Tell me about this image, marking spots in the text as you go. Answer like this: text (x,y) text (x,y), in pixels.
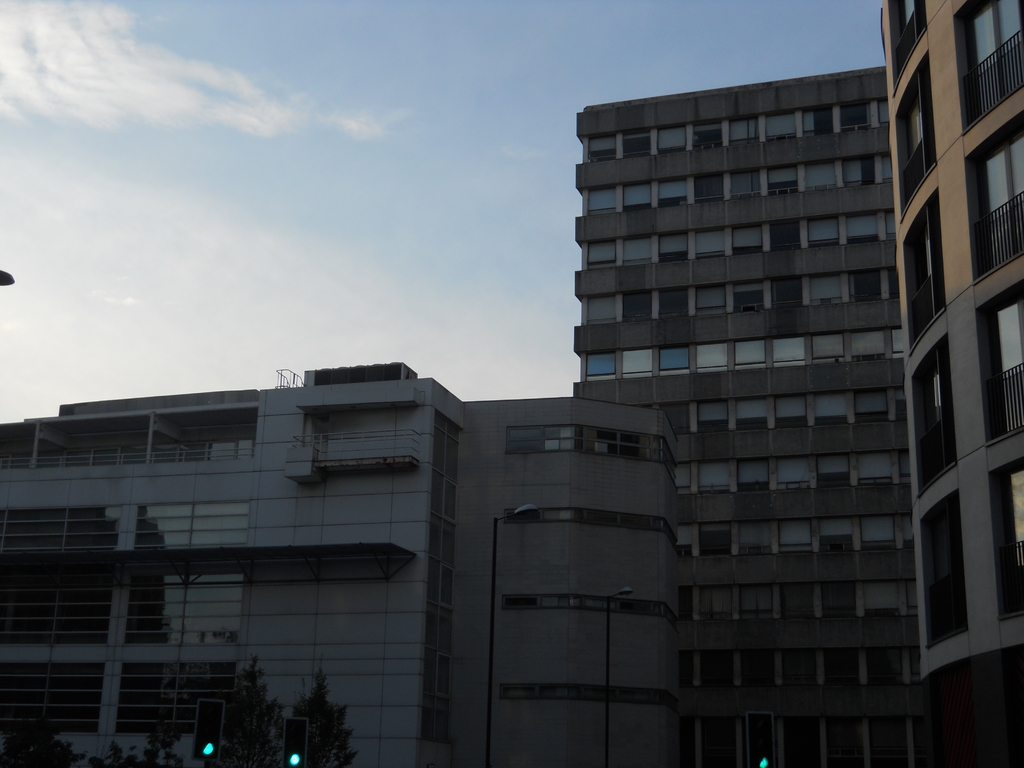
In this image we can see buildings (654,436), poles (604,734), lights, traffic signals (288,724), and branches (270,707). In the background (257,310) there is sky (336,127) with clouds (58,102).
